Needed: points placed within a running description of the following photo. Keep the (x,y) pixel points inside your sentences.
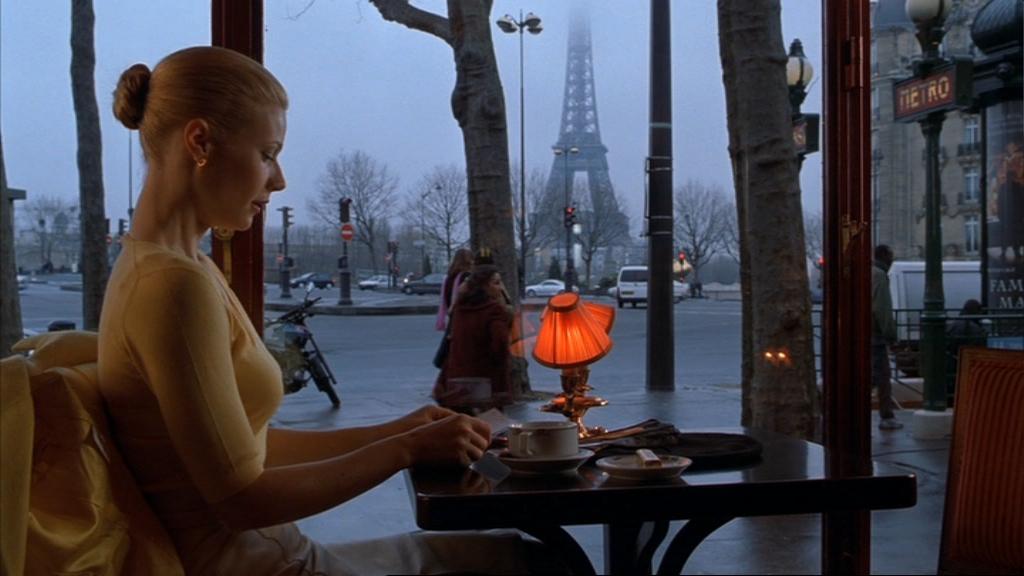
At the top (620,51) we can see sky (382,84). This is a tower (586,77). These are bare trees (590,215). On the road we can see traffic signals (682,251) and vehicles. Here we can see one woman (183,471) sitting in front of a table (715,474) on a chair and she is holding a paper (491,457) in her hand (471,457). On the table (485,491) we can see lamp (584,319), cup (548,450) and saucer (535,459) and few things (652,472). Here on the road (533,299) we can see few persons (956,344) walking.
